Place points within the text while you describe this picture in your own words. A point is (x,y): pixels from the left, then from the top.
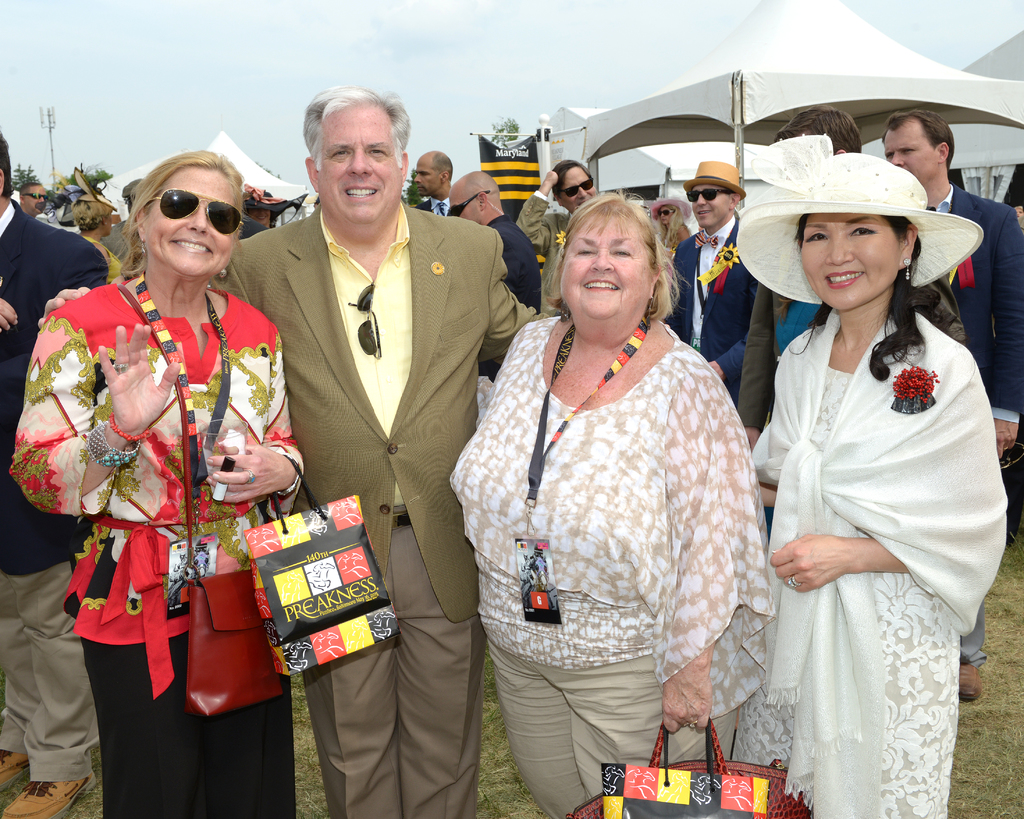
In this picture I can see a group of people (427,321) smiling in the middle (622,490). In the background (888,81) there are tents (855,91) and trees (13,176). At the top (519,76) there is the sky (498,106).
